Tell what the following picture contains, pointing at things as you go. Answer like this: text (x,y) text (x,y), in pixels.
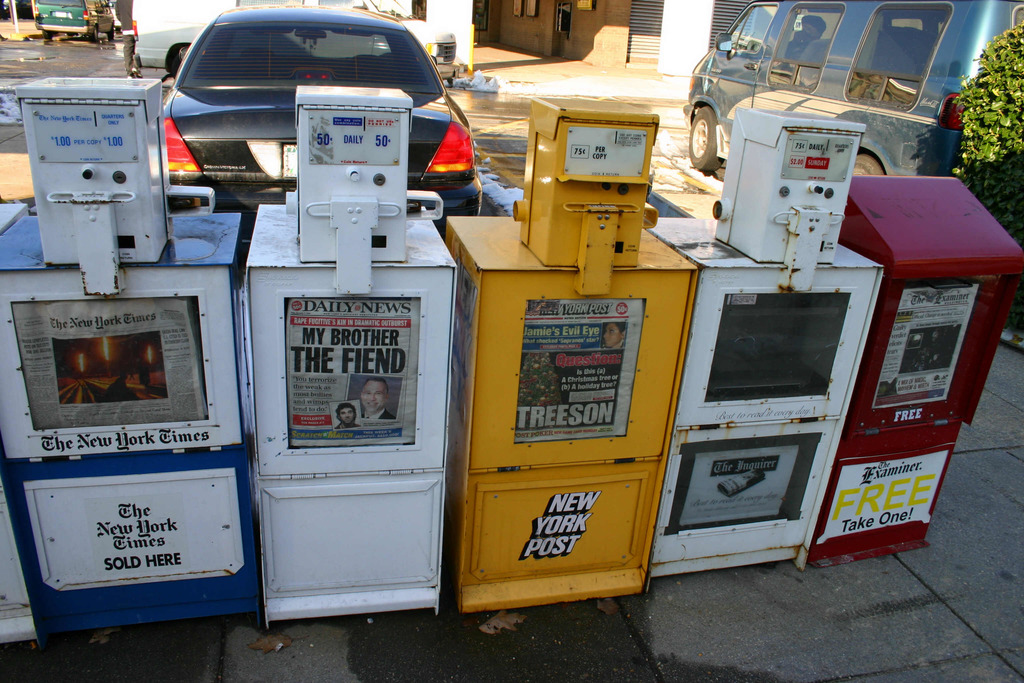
In this picture we can see vehicles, some objects (165,280) on the ground (51,64).
